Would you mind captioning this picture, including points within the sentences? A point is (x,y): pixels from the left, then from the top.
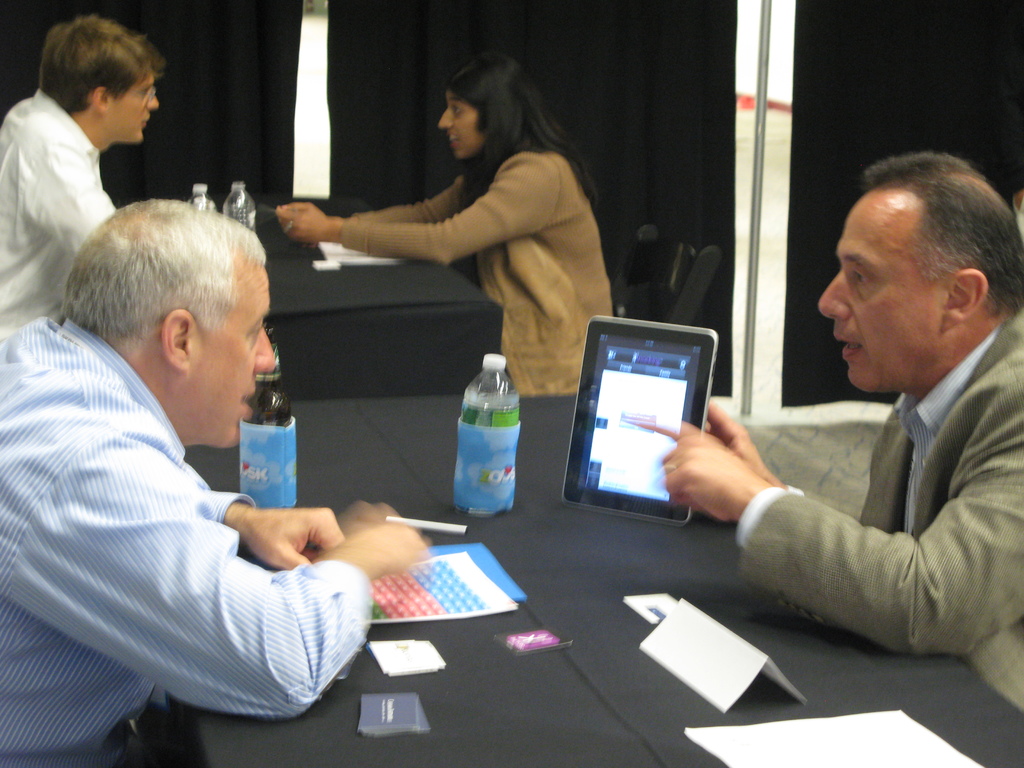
The image consist of four people (491,149). The image is clicked inside the room (763,341). To the left (71,533) the man (86,515) is wearing blue shirt (96,552). To the right (938,491), the man (985,499) is wearing green suit (949,523). In the middle (348,430), there is a table (536,656) covered with black cloth (587,675). On which bottle (464,469), books (443,594), cards (418,732), nameplate (737,668) are kept. In the background (219,49), there are curtains (695,88) stand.
